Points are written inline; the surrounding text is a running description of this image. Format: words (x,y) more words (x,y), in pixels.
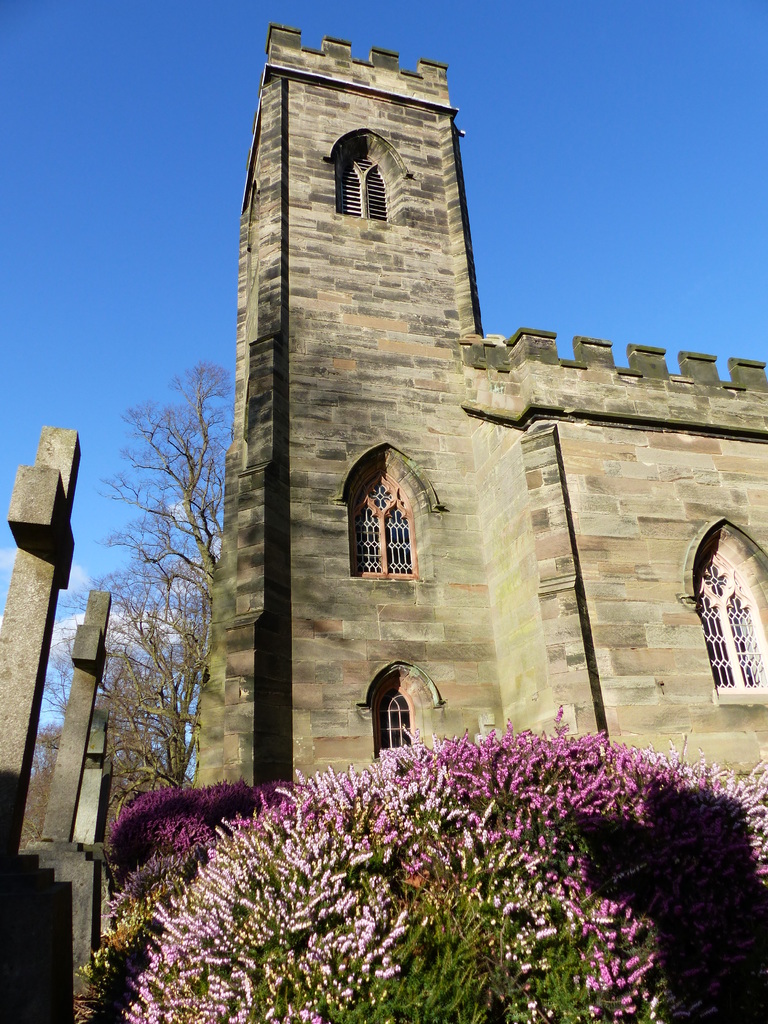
In this image we can see plants (236,919) with flowers (177,861) at the bottom (468,912). On the left side (51,642) there are crosses (67,774). On the right side (583,656) there is a building (342,395) with windows (364,520). In the back (163,537) there are trees (156,709) and sky (125,327).
